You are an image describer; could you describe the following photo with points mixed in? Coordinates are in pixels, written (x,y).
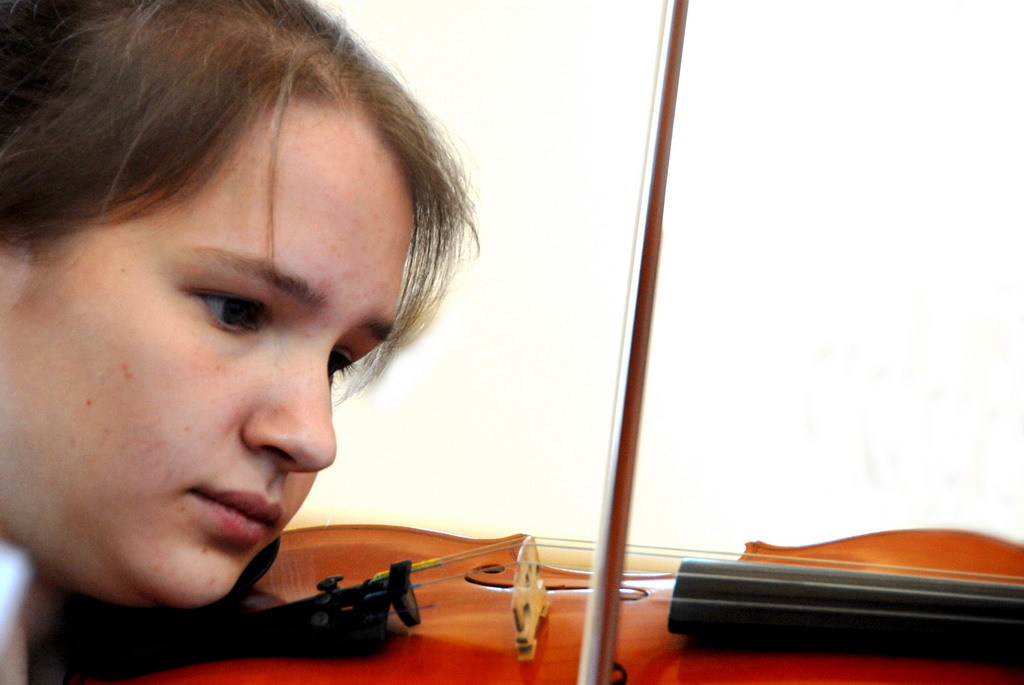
In this image, we can see a woman (248,174) playing violin (581,597). In the background (573,550), we can see white color.
